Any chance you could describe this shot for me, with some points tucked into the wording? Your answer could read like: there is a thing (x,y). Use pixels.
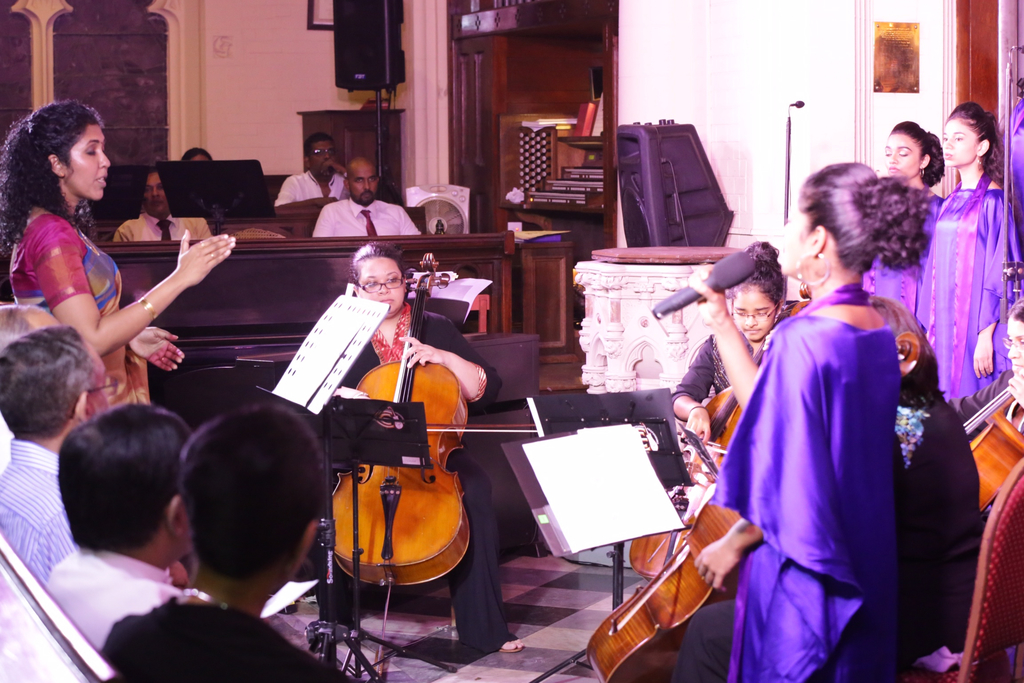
A band of women (120,327) are playing music in which one is singing and few are giving chorus. There are some people (333,227) watching them.
